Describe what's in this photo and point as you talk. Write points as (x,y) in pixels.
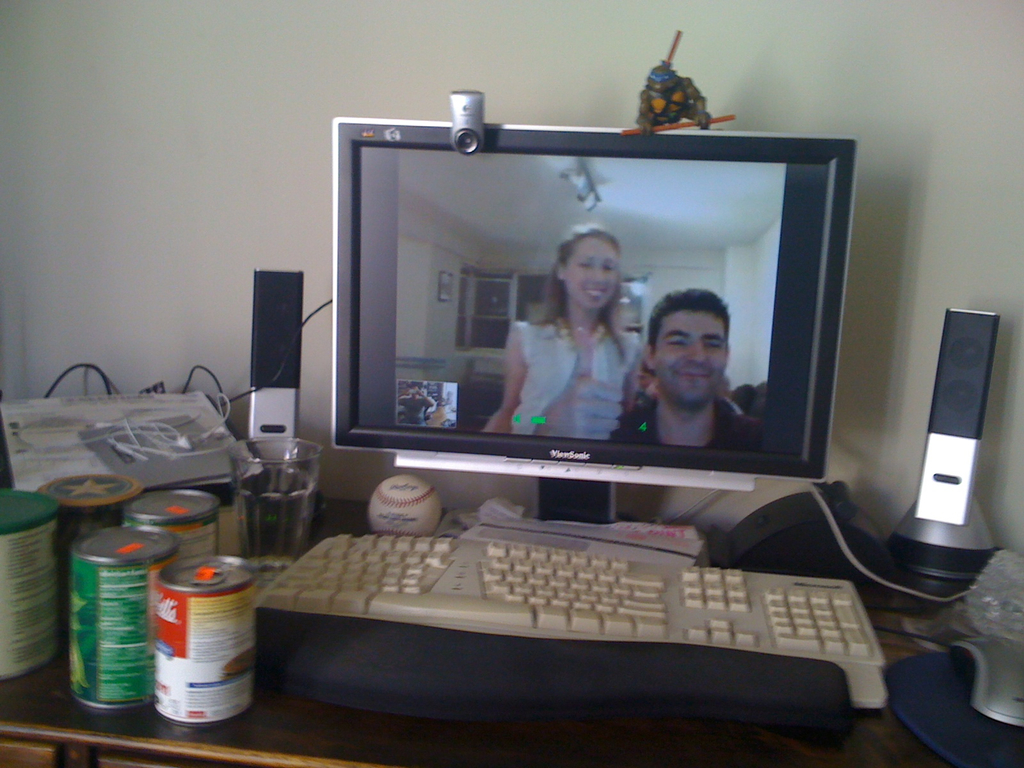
In this image there is one computer (565,377) and keyboard (578,581) on the table (293,721) and on that table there are food cans (96,526) and glass (292,501), ball (418,501), mouse (980,663), is there and on the top of the image (335,60) there is one wall (475,77) and on the computer (695,132) there is one toy (650,92) on the right side of the image (968,383) there is speaker (960,422) on the left side of the image (162,430) there are some wires (135,438) and book (149,442) are there.
